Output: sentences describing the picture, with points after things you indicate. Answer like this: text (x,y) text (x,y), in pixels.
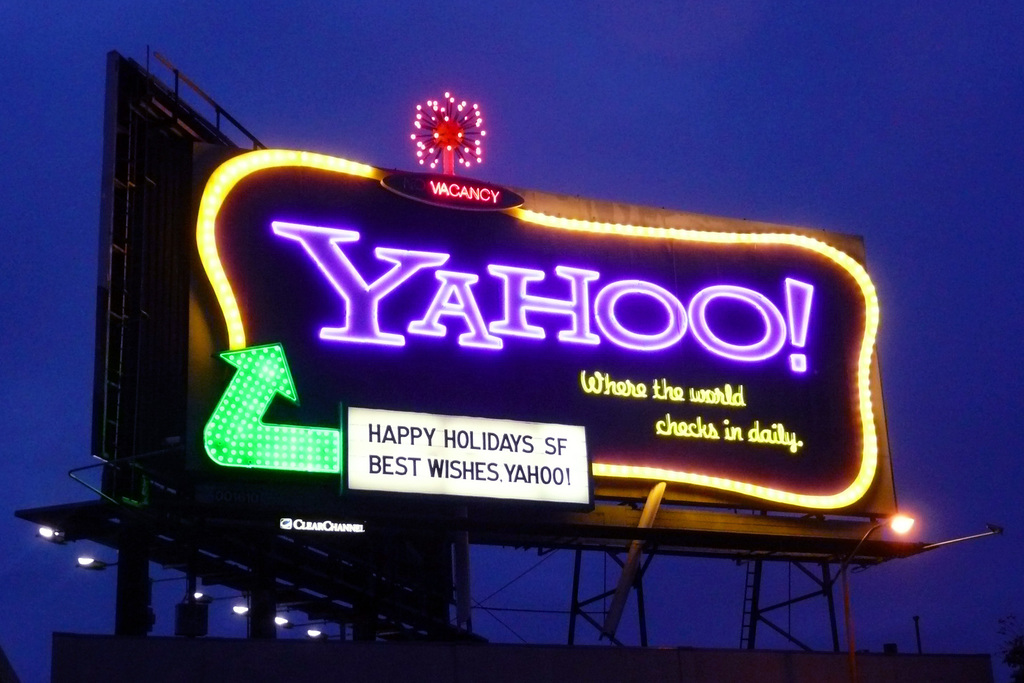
In this image there are two advertising boards (224,346) as we can see in the middle of this image (428,367). There is some text (359,314) written on the board (488,377) as we can see in the middle of this image (537,322). There are some lights (217,212) arranged to the border (861,486) of this board (852,341). There are some lights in the bottom of this image (204,602) as well. There is a sky (681,107) in the background (97,232).
